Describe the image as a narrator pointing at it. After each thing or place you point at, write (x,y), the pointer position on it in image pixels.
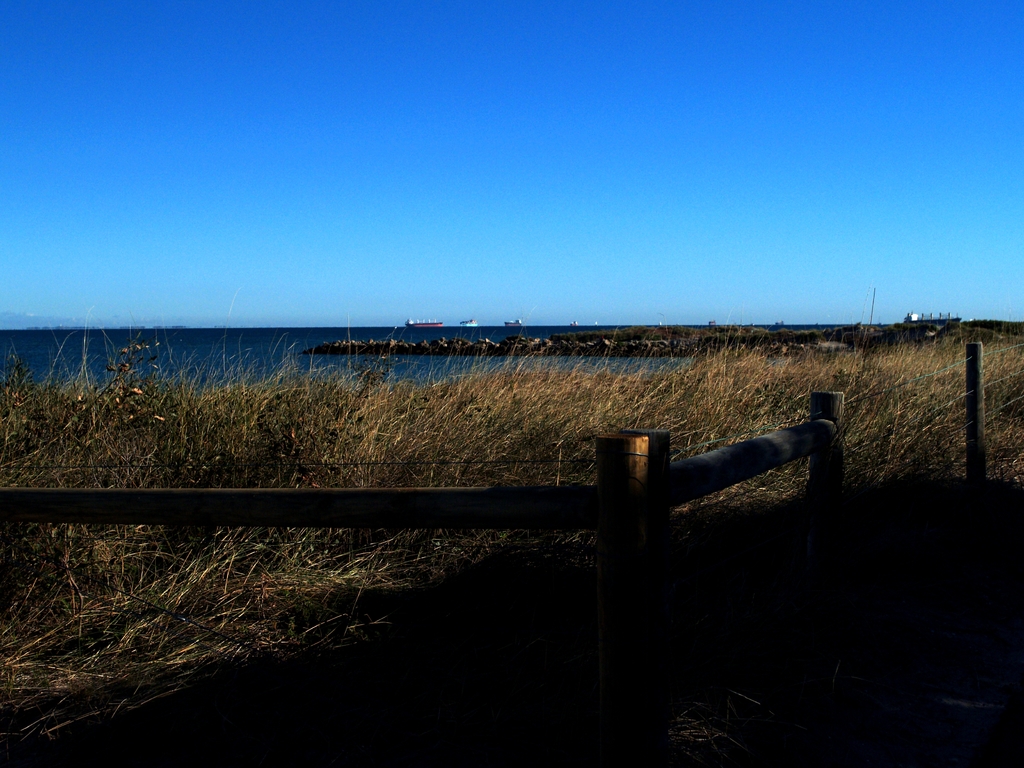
At the bottom of the image (581,518) there is a fence (641,502). In the center (424,465) we can see grass (591,422). In the background (206,372) there is water (235,362) and we can see boats (439,323) on the water (244,344). At the top (678,188) there is sky (665,162).
